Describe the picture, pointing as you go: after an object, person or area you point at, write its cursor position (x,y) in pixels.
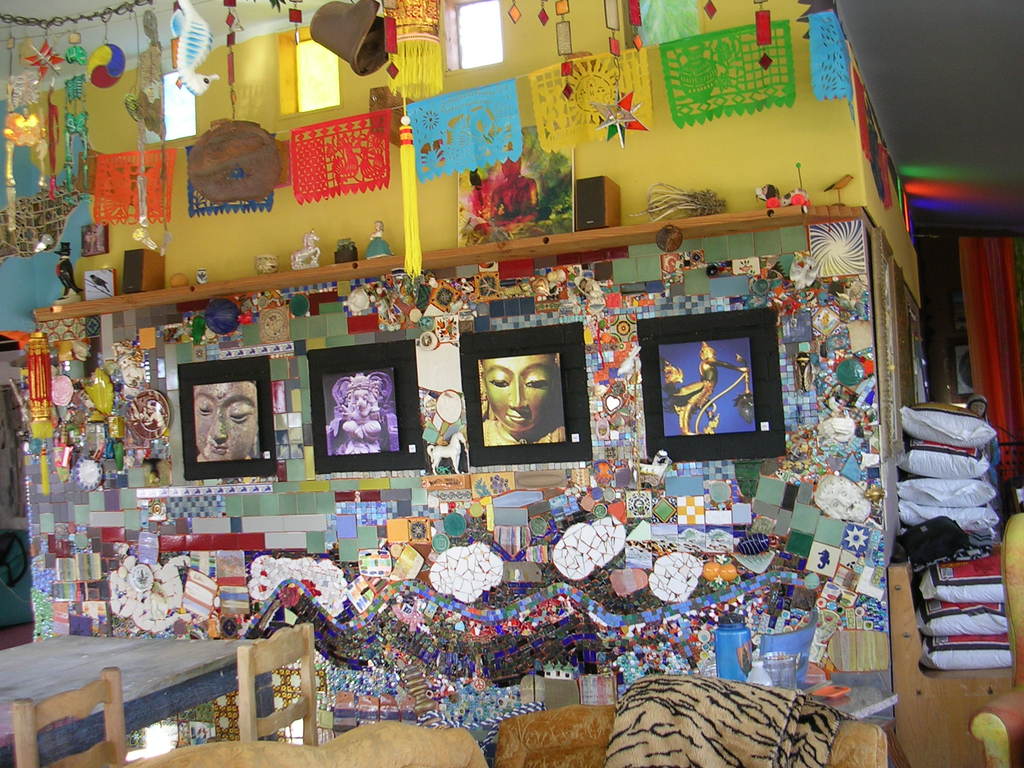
In this picture there is a inside view of the room (197,610) with a decorative photo frames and glass hanging toys (176,18). On the top (321,181) there are some colorful fabrics (499,123). In the front (87,660) bottom side there is a dining table (54,732) with chairs (241,729) and brown color sofa (550,741).
